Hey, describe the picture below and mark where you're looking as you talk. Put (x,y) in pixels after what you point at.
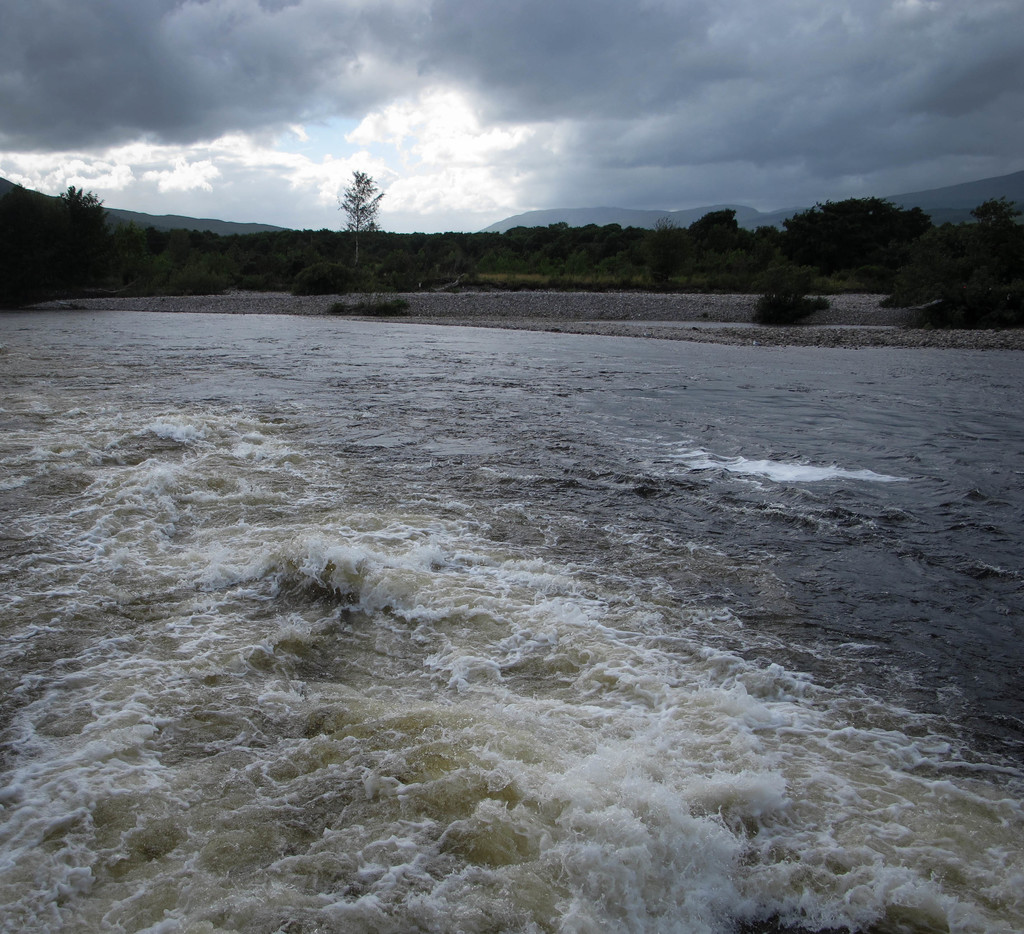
At the bottom (453,744), we see the water (489,475) is flowing. This water (591,461) might be in the river (587,582). On the right side (800,256), we see the trees (898,296). In the middle (636,312), we see the stones (788,327). There are trees (422,245) and the hills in the background (258,241). At the top (237,178), we see the sky (298,155) and the clouds (431,141).
